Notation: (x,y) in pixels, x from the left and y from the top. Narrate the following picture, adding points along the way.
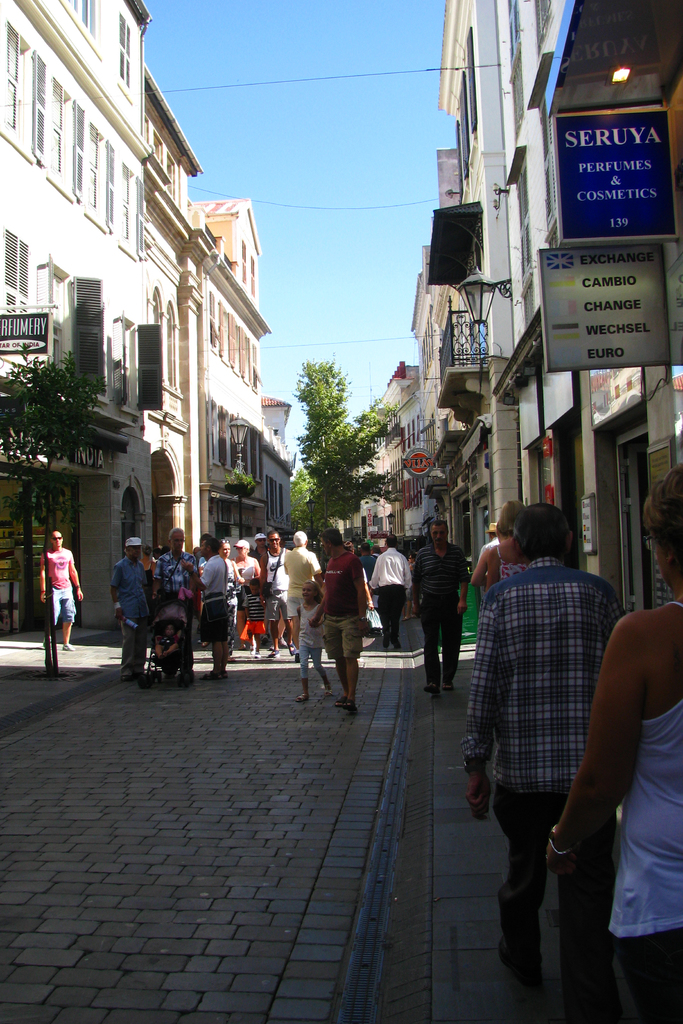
In this image I can see the street (273,869), number of people (579,763) are standing on the street (405,674), few trees (354,489), few boards (558,284), a light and few buildings (8,240) on both sides of the street (291,809). In the background (374,357) I can see the sky (308,187).
